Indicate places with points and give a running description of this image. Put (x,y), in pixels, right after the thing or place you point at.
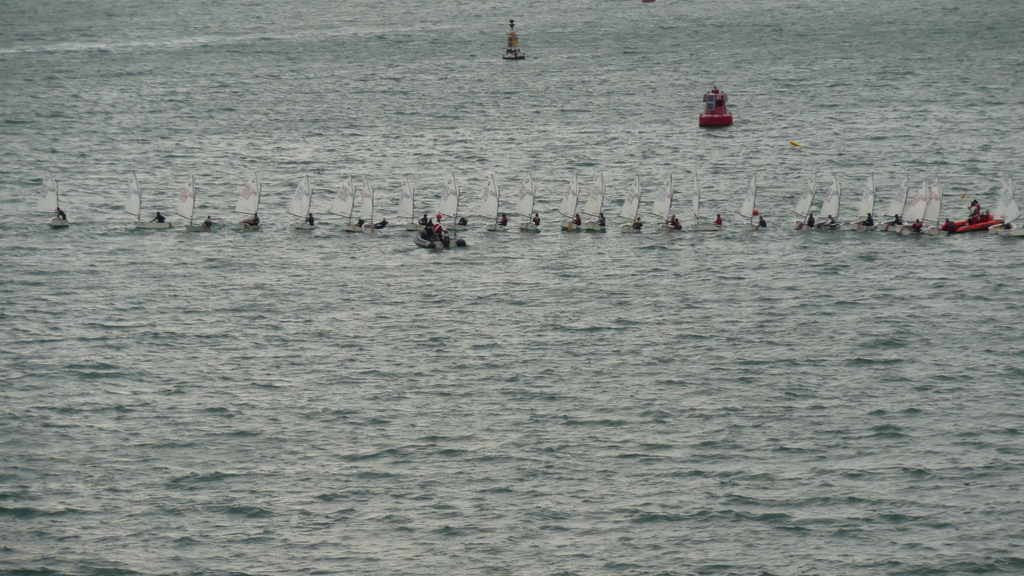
In this image, we can see few people (58,208) are sailing a boat (58,208) on the water (652,269).
